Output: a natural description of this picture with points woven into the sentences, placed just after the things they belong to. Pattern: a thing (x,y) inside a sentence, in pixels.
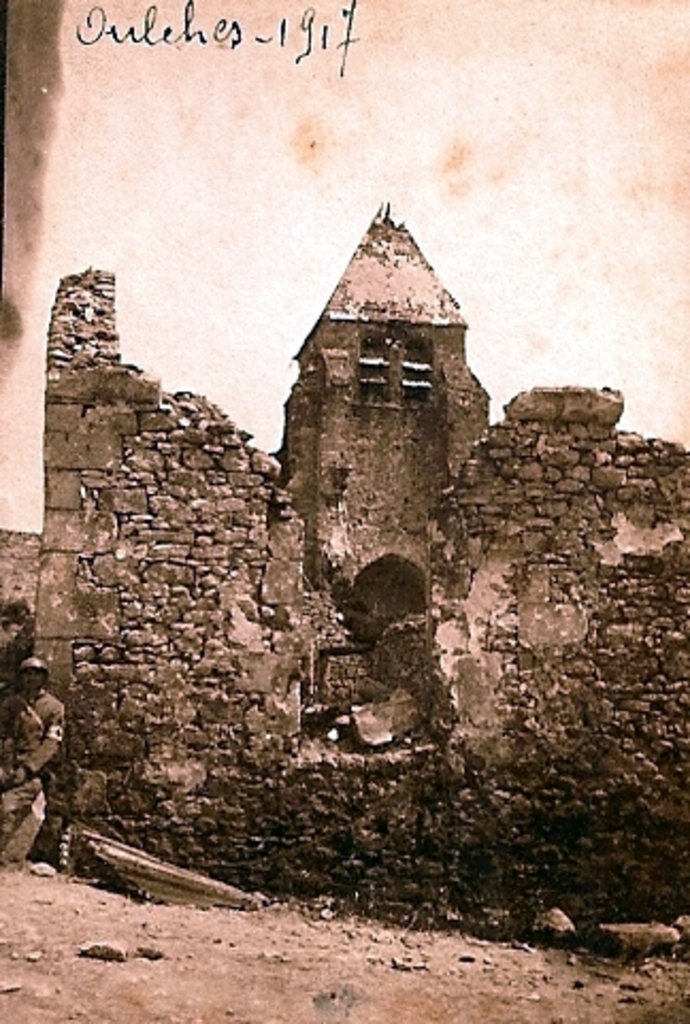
This image is an edited image. At the bottom of the image (231,958) there is a ground (255,946). There are a few stones (97,953) on the ground (382,923). In the middle of the image (272,617) there is a collapsed building (352,608) with a few walls (345,487). On the left side of the image (17,852) there is a man (22,796) standing on the ground (233,959) and there is an object (132,873) on the ground (141,911). At the top of the image (434,218) there is the sky (160,186) and there is a text (137,35) in this image.
